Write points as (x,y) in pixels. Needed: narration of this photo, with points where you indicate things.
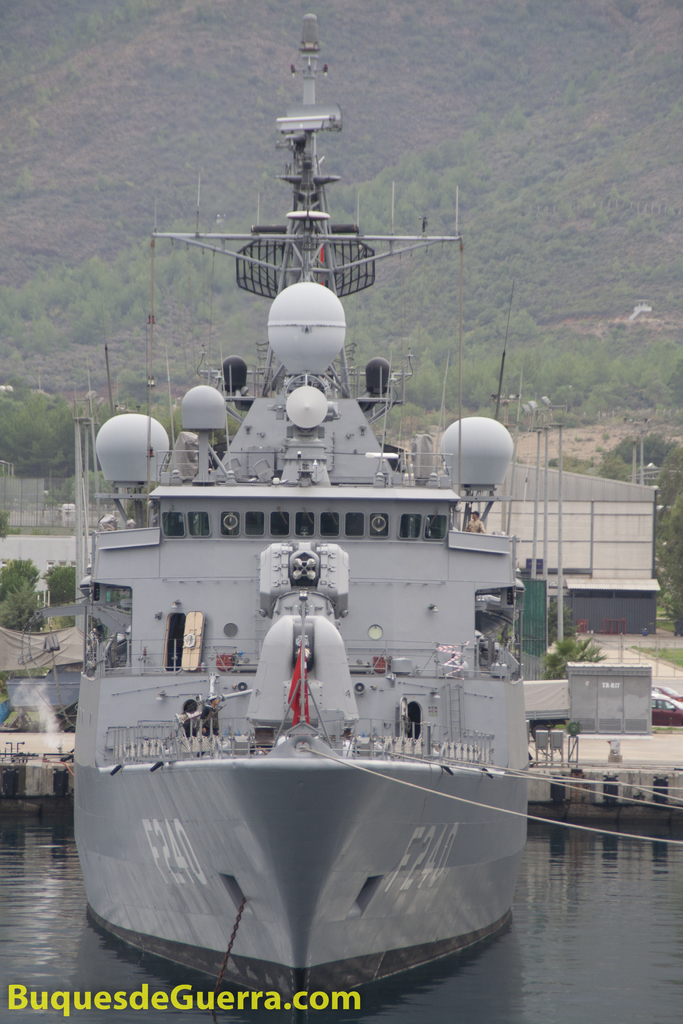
In this picture I can see a war ship (295,928) on the water (39,926), there are vehicles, buildings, and in the background (455,249) there are trees (419,393) and there is a watermark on the image.
